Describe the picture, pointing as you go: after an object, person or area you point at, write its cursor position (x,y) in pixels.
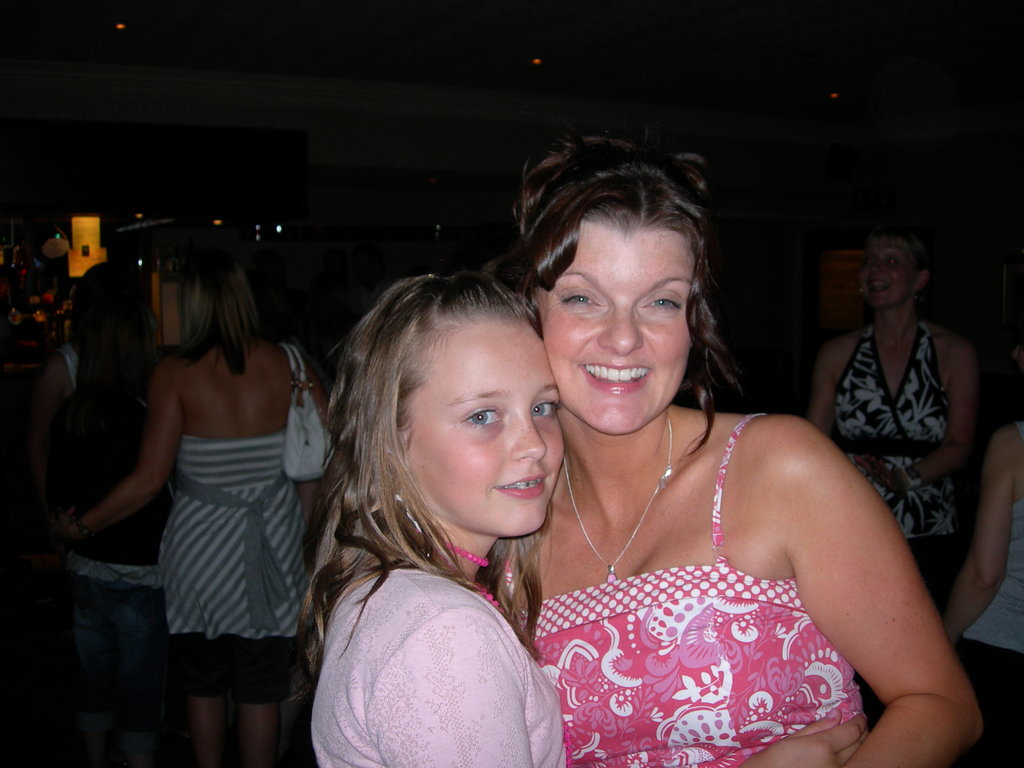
In this image we can see the ladies (659,518). In the background of the image (89,489) there are some persons (91,476), wall (349,249) and other objects (37,270). At the top of the image (214,64) there is the ceiling (648,67) with lights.
